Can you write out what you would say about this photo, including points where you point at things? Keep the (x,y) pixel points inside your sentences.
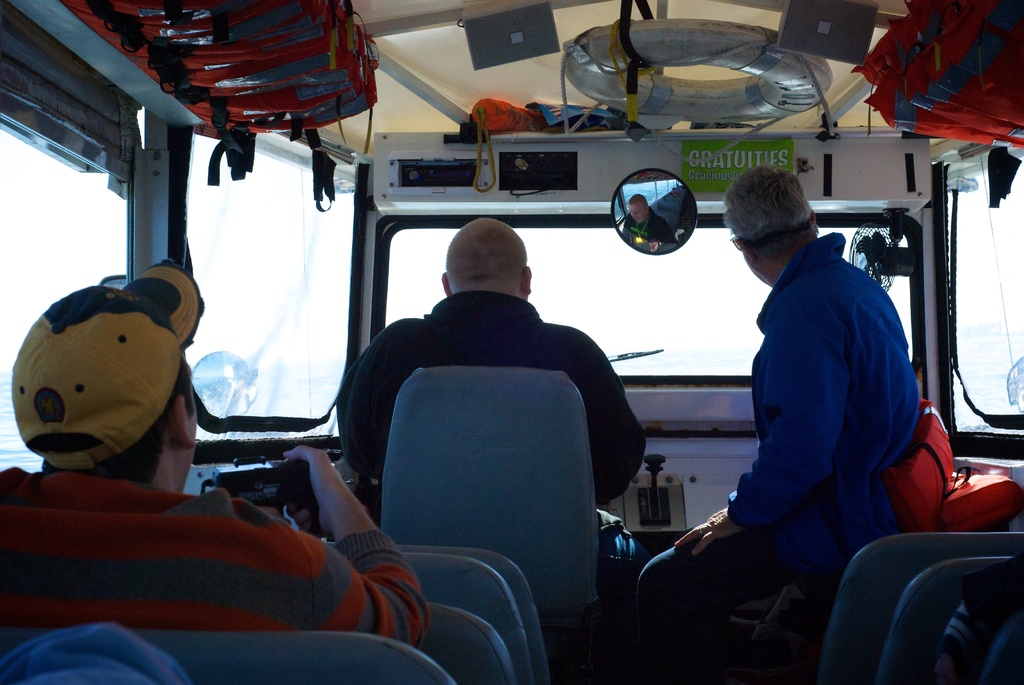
In this image, we can see the inside view of a vehicle (999,472). Here three persons (830,530) are sitting. Here we can see glass objects (259,282), mirror (666,236), poster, ropes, tube (737,115), table fan (864,252) and few things (649,353). At the bottom of the image (837,593), we can see seats (248,683). On the left side of the image (246,548), we can see a person (186,606) wearing a cap (134,439) and holding a black object (272,476). On the mirror (670,214), we can see few reflections (656,214).
